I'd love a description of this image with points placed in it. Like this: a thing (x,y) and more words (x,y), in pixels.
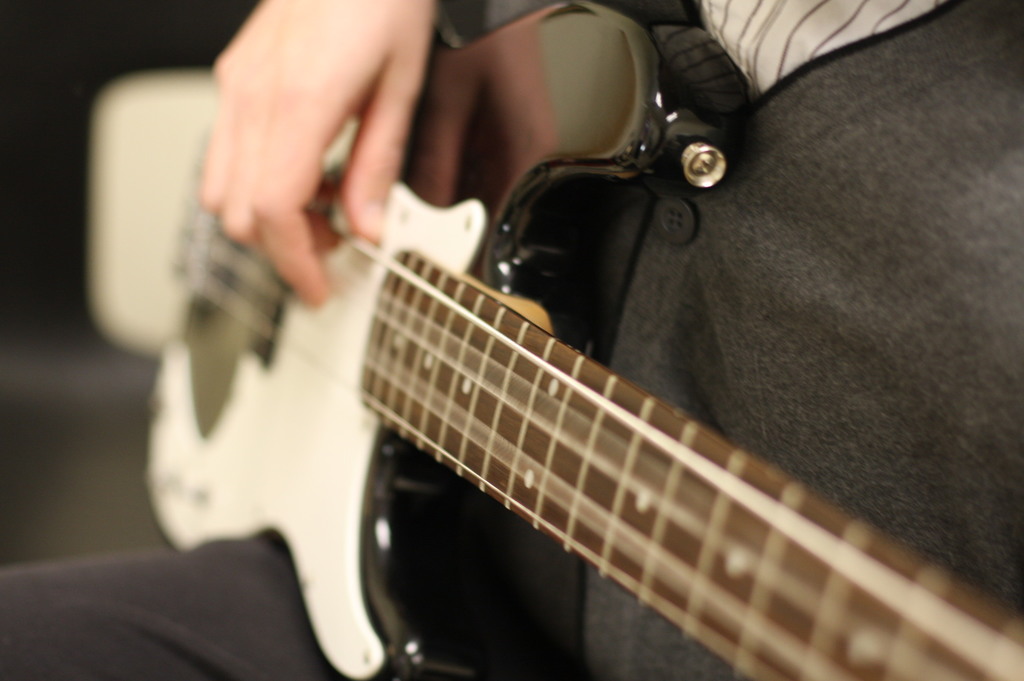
In this image we can see a person (772,90) wearing a dress (1014,406) is playing guitar (453,296).
